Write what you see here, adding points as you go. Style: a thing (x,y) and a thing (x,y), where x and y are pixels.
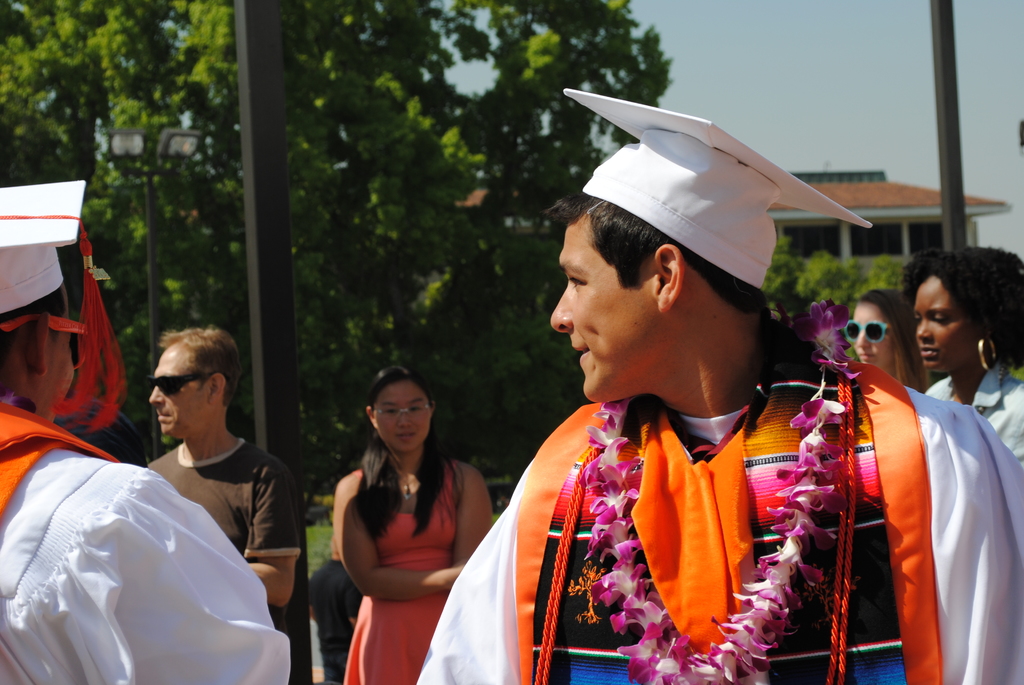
In the middle (588,336) a man (796,617) is there, he wore white color cap (767,208) and a garland (777,619). Here a beautiful woman (416,542) is standing, she wore orange color dress (432,537) beside him a man (291,518) is there, he wore t-shirt (252,470), goggles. There are trees (362,161) at the backside of an image (398,168). On the right side (863,252) there is a house (812,251).
